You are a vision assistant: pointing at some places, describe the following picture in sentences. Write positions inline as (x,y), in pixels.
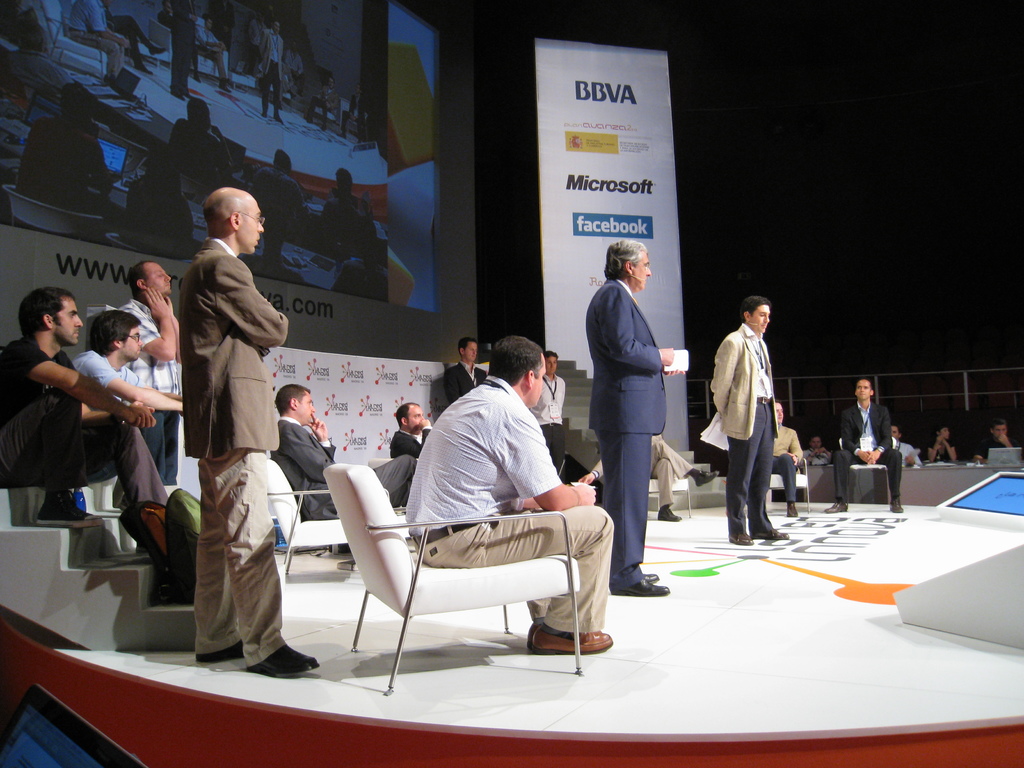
In this image we can see some of the people (724,395) standing and some people (514,394) sitting, here some of the men (120,455) are sitting on stairs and some of the men (395,471) are sitting on chair (338,486), in the background (374,255) we can see digital screen (220,116), on the right side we can see a banner (626,190) it consists of Microsoft, Facebook and we can read B B V A on the banner (546,279).
